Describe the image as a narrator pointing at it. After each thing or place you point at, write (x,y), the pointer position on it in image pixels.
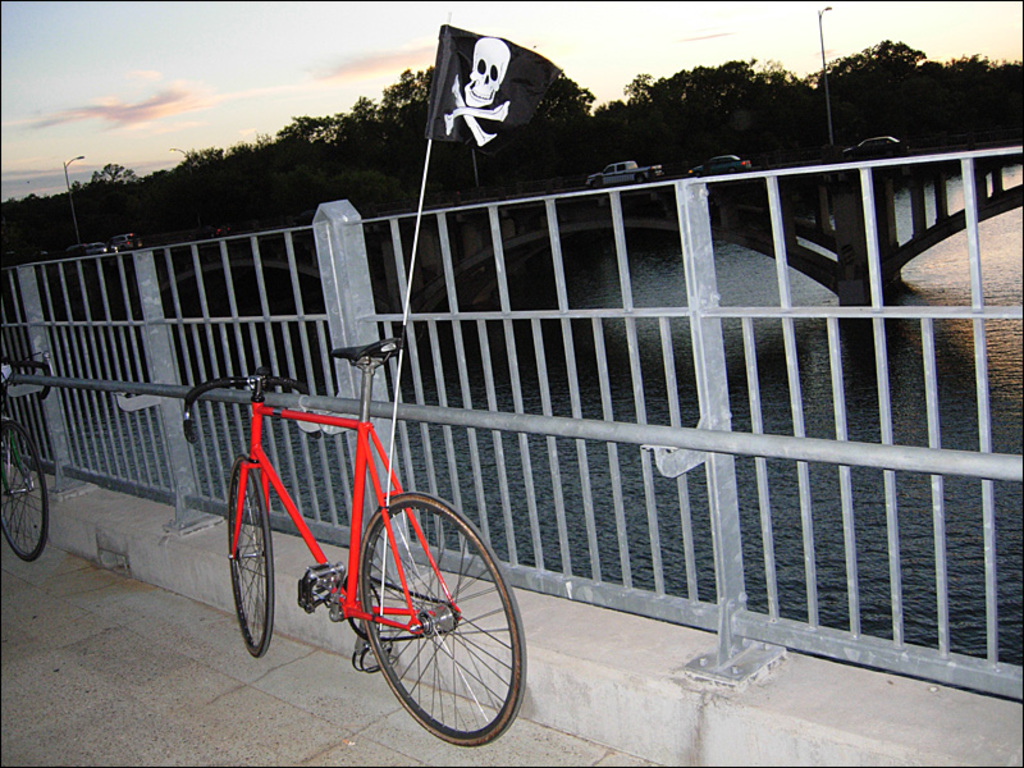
In this image we can see bicycles (243,527) parked on the footpath (319,674) beside the fence (323,532). We can also see the pirates flag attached to a bicycle (368,529). On the backside (646,352) we can see a water body (659,365) and some vehicles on the bridge (830,233). We can also see a group of trees (692,136), street lights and the sky (284,69) which looks cloudy.
